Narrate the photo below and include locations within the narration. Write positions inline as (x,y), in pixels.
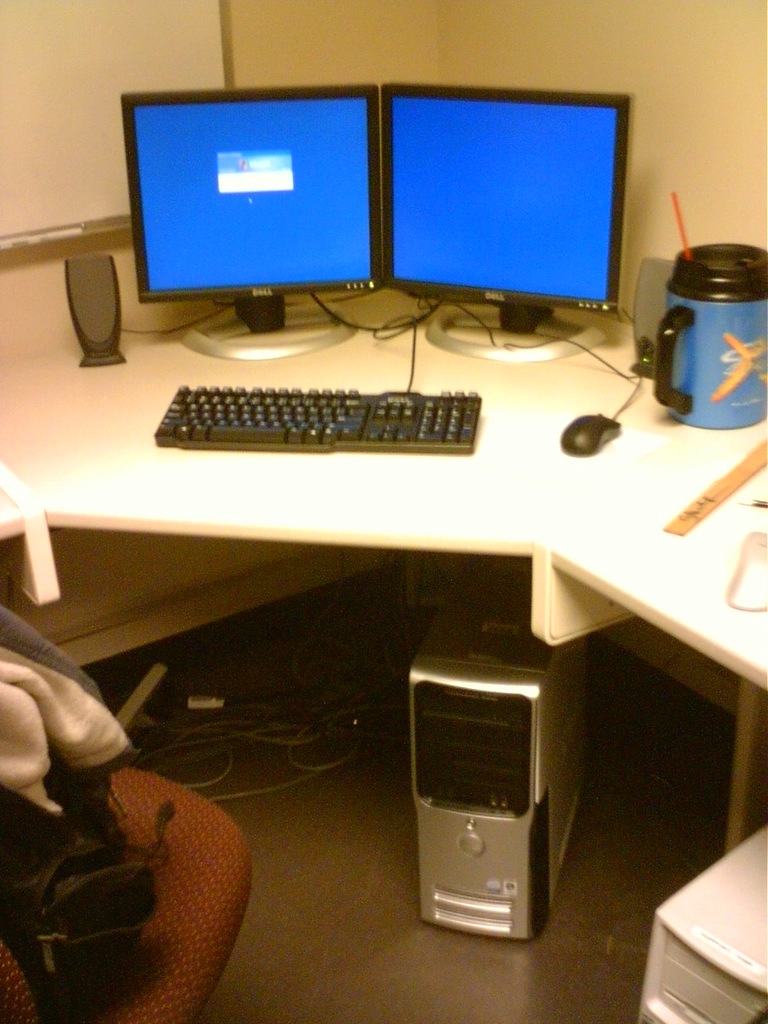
In this image in the center (393,489) there is a desk (293,498), on the desk (214,373) there are two systems (344,269) keyboard (430,422), mouse (569,435), jug (678,295), scale (712,508) and some wires (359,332) and speaker (92,334). And at the bottom (477,836) there is a CPU (485,843), chair (161,909) and on the chair (168,917) there are some clothes (84,830), and on the floor (325,807) there are some wires (259,735).
